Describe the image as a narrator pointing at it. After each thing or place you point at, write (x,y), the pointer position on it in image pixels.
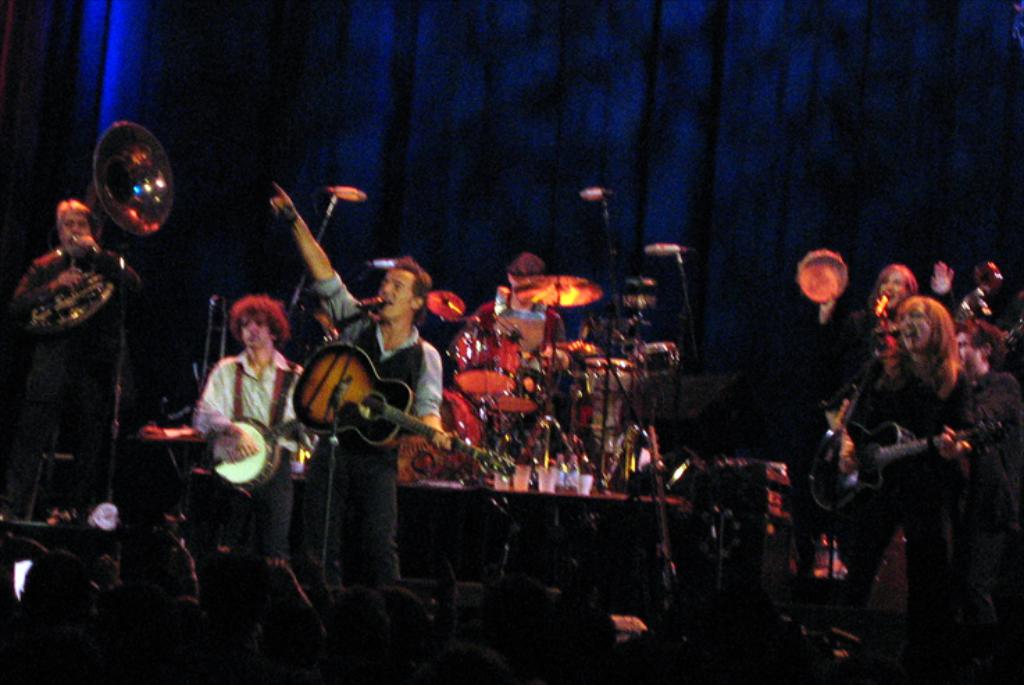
This picture shows a group of people (321,264) performing musical instruments (126,199).
